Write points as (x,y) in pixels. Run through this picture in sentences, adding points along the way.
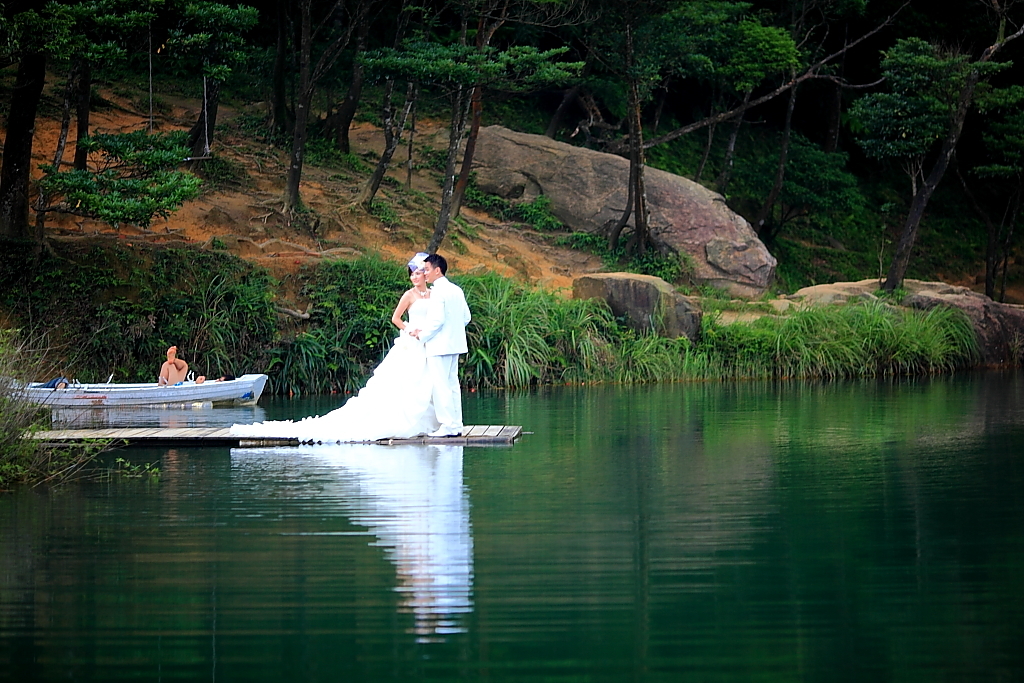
In this image we can see a couple (400,386) standing on the wooden path (162,429), there are some plants (280,388), grass (828,359), trees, also we can see the lake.
